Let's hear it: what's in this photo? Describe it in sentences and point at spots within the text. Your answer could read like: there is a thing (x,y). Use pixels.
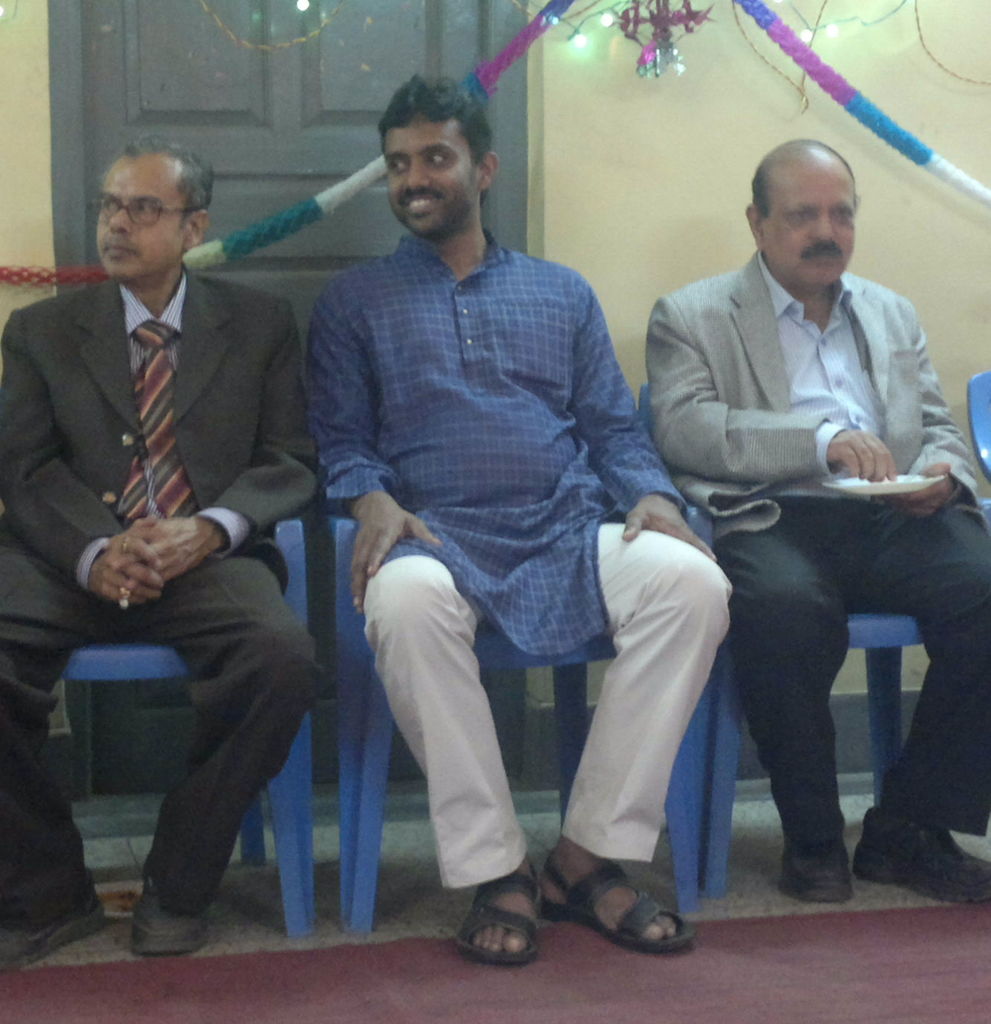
In this image, there are a few people (715,511) sitting on chairs (361,871). We can see the ground (321,876) with a red colored object (906,950). We can see the wall (549,44) with a door (261,171). We can also see some ribbons (784,25), lights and a decorative object (626,12).
